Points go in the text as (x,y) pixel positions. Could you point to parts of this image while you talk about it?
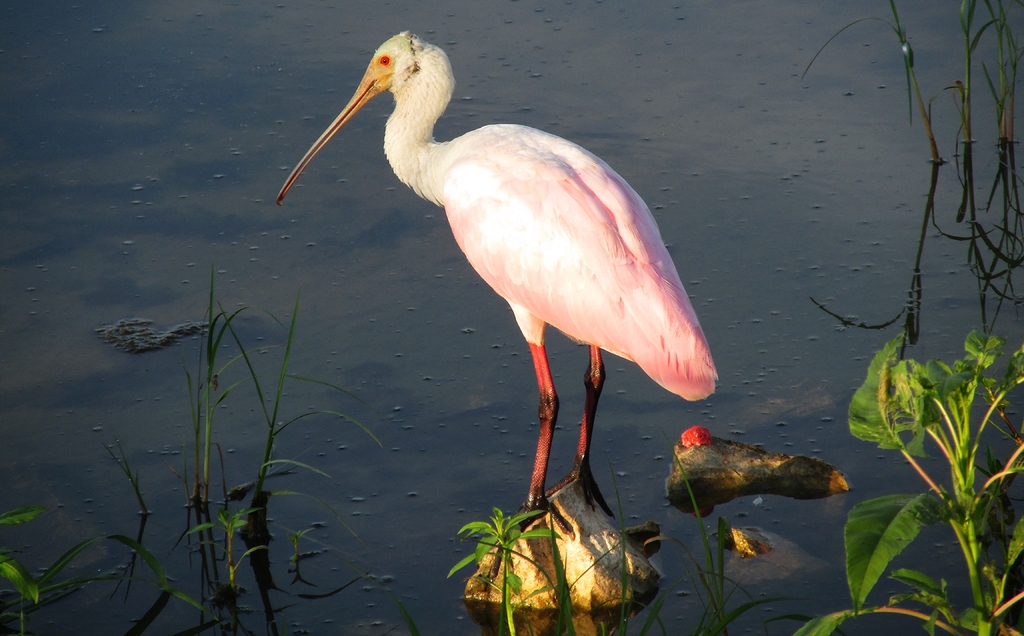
In this picture there is a spoonbill (437,91) standing on the stone (601,592) and there are plants (906,386) and stones (628,589). At the bottom (681,532) there is water (276,356).
